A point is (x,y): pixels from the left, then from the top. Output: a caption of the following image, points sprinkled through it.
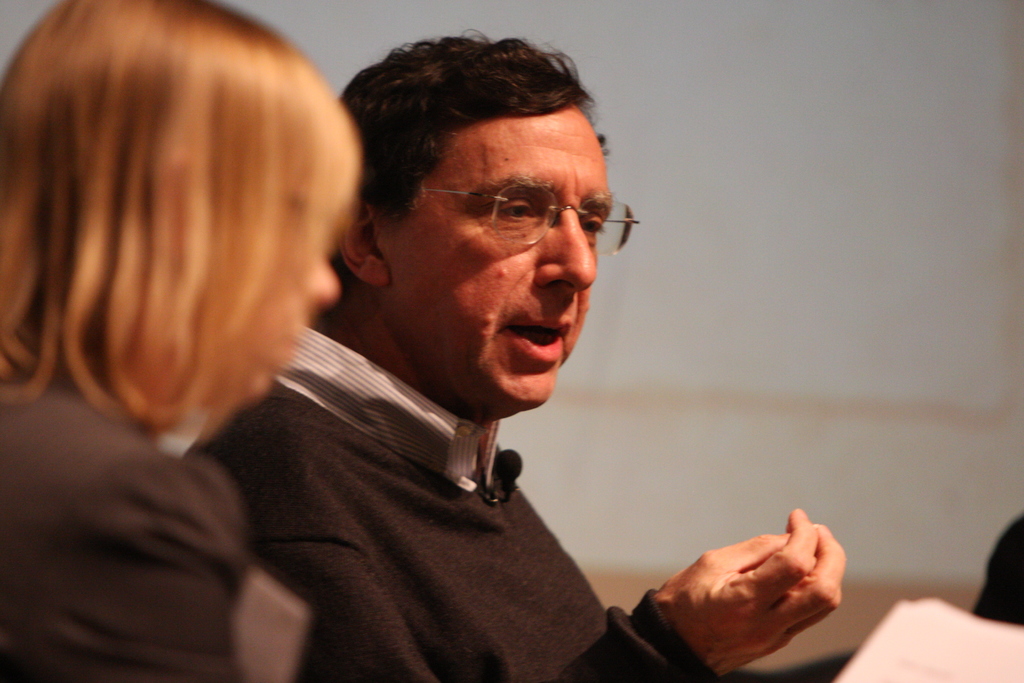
In this image I can see two persons (376,429) and I can see both of them are wearing black colour dress (262,512). I can also see one of them is wearing a specs (515,234) and on the right bottom side of this image (852,680) I can see a white colour thing (1015,635). I can also see this image is little bit blurry.
